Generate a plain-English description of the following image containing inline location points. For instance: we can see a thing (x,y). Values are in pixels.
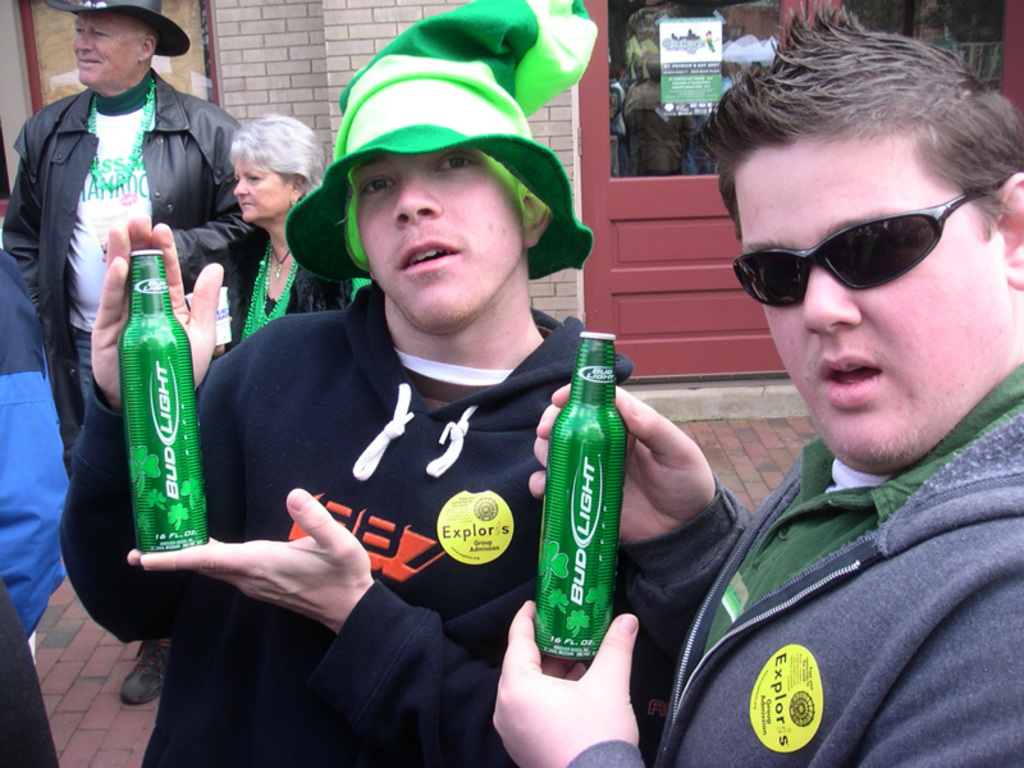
In the foreground of the image (485,535) we can see Two persons (395,491) holding a green color bottle (128,423) in their hands (638,471). In the background (266,180) we can see a old man (58,170) and women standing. This is the brick wall (261,29). This is the door (662,257).
